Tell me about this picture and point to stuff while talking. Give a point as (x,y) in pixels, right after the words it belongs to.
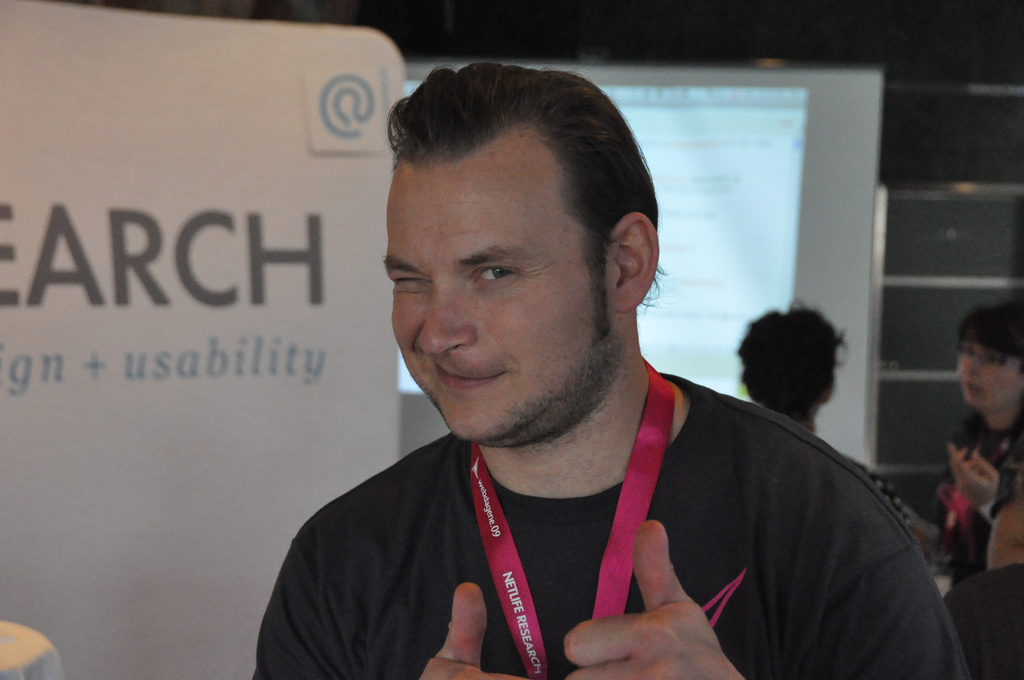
In this image I can see a person (567,263) wearing black color shirt (670,482), red color tag (626,477). At the back (814,356) I can see few other persons (990,380) standing, banner (259,462) in white color.
